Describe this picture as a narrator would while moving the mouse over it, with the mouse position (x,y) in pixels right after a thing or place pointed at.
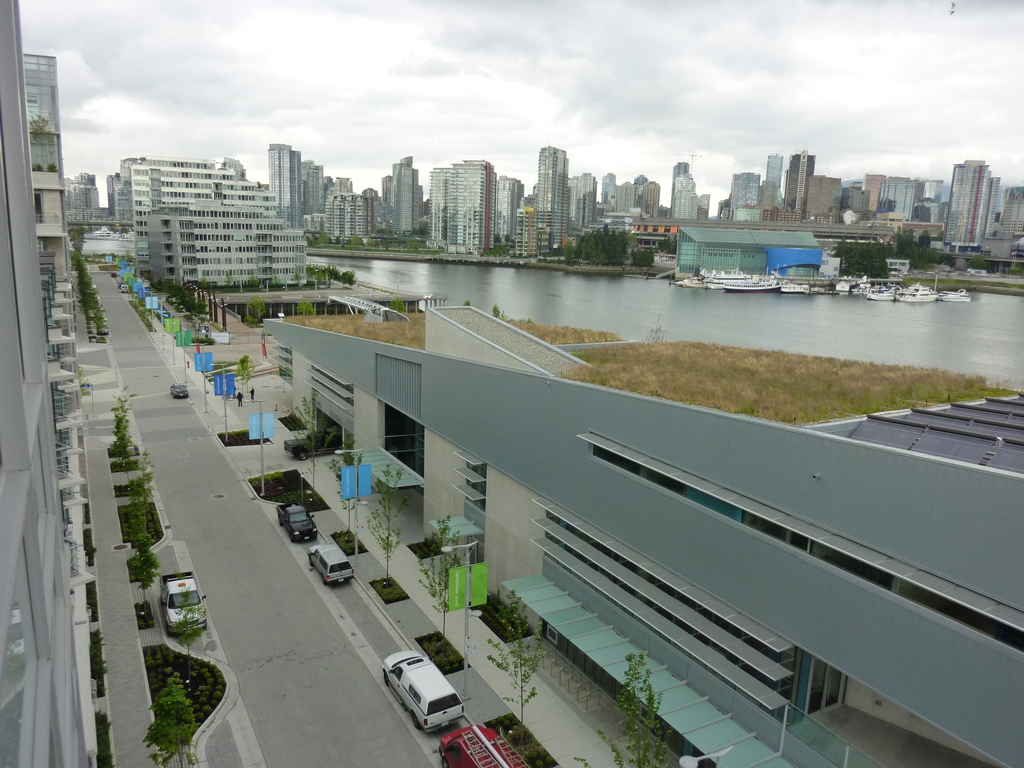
In this image I can see few vehicles (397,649) on the road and I can see few plants (456,653) and trees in green color, few boards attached to the poles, buildings (268,281). In the background (956,301) I can see few ships (790,288) on the water (829,347) and the sky (618,60) is in white color.
